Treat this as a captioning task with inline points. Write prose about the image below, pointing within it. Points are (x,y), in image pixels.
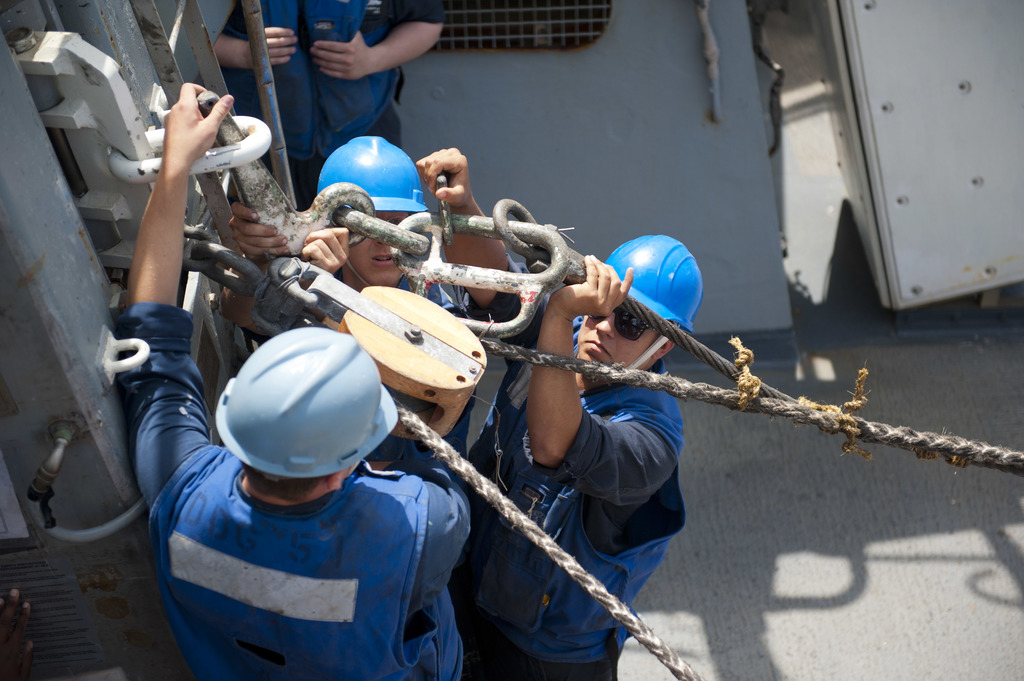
In the picture we can see three men (608,405) are standing and holding a huge chain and fixing to the hook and they are in blue uniforms (581,676) and helmets (237,398) and behind them we can see one person (402,15) is standing and beside him we can see a wall (822,282).
